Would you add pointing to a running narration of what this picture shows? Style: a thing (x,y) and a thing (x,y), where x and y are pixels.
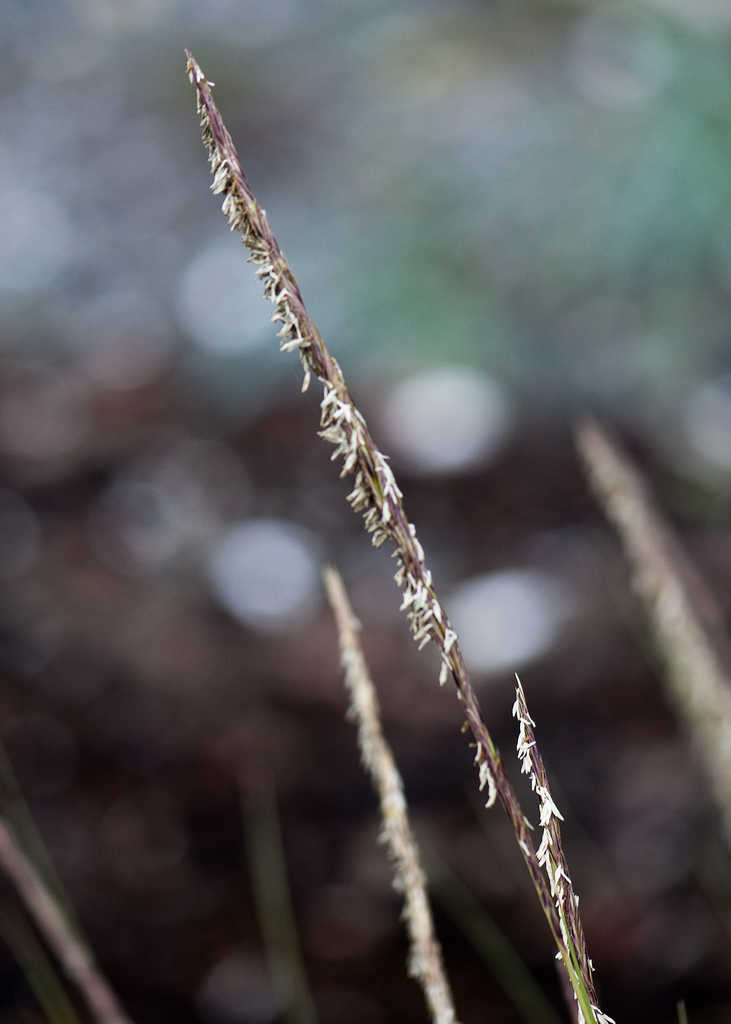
In the picture I can see stem (373,737) of a plant (384,537) and the background (458,181) image is blur.
